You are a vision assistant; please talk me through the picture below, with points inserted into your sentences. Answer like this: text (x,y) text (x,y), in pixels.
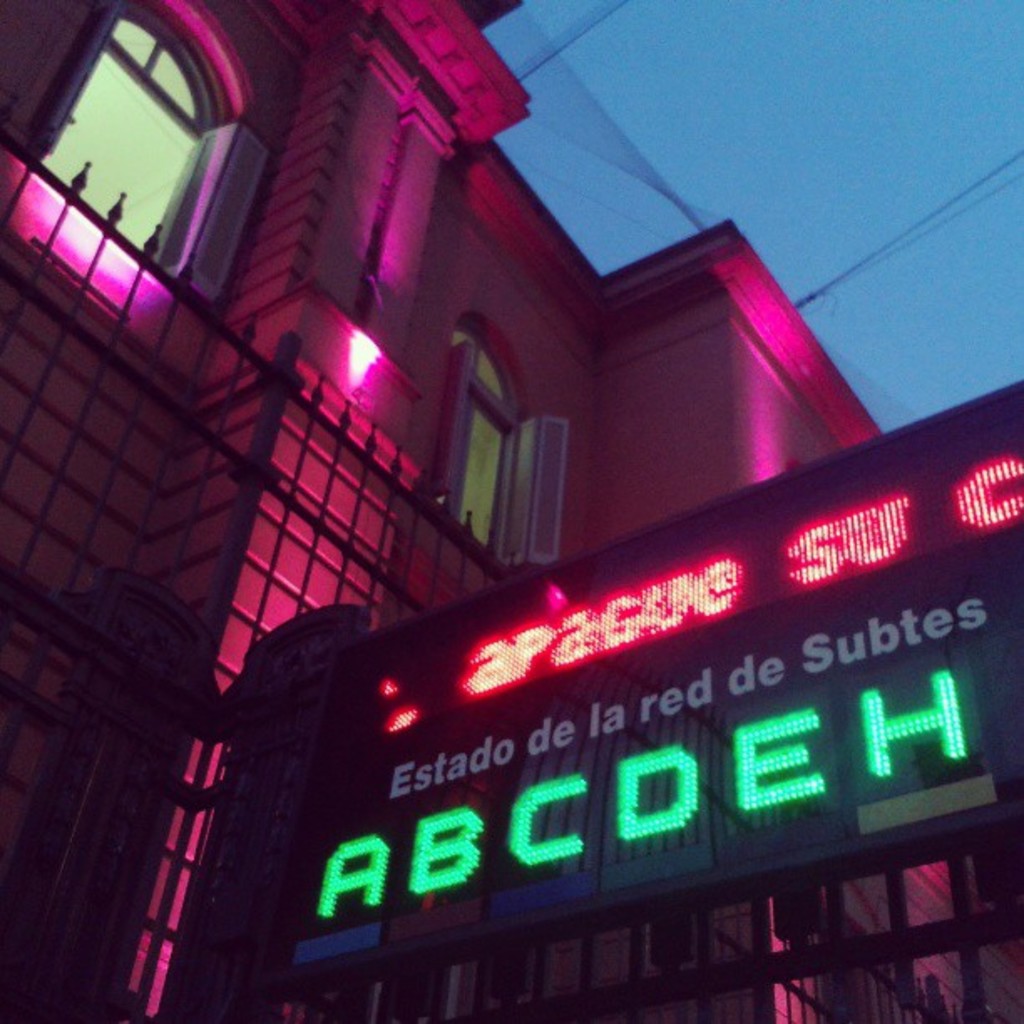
In the picture I can see the building (400,338) and glass windows (497,483). I can see the metal grill fence (243,498) on the left side (255,780). I can see the electric wires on the top right side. I can see an LCD screen (655,604) on the right side (701,643).
